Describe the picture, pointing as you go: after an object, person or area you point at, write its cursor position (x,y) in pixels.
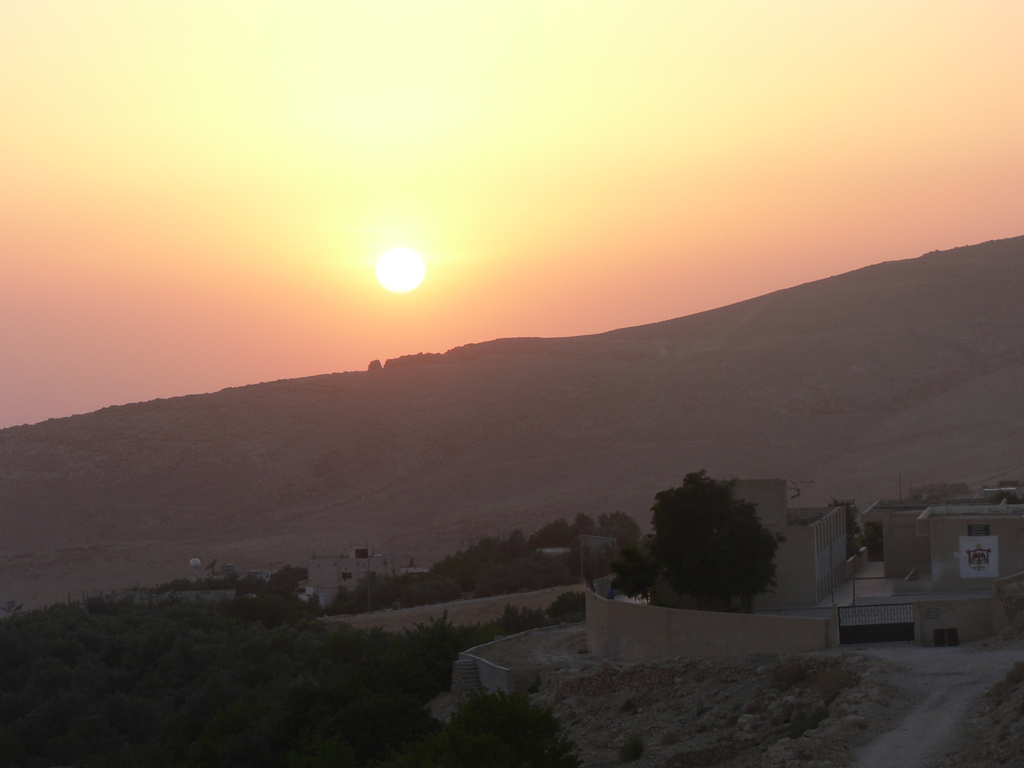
In this image we can see houses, plants (519,580), and trees (8,628). In the background (424,490) we can see mountain (719,414), sun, and sky (416,241).
